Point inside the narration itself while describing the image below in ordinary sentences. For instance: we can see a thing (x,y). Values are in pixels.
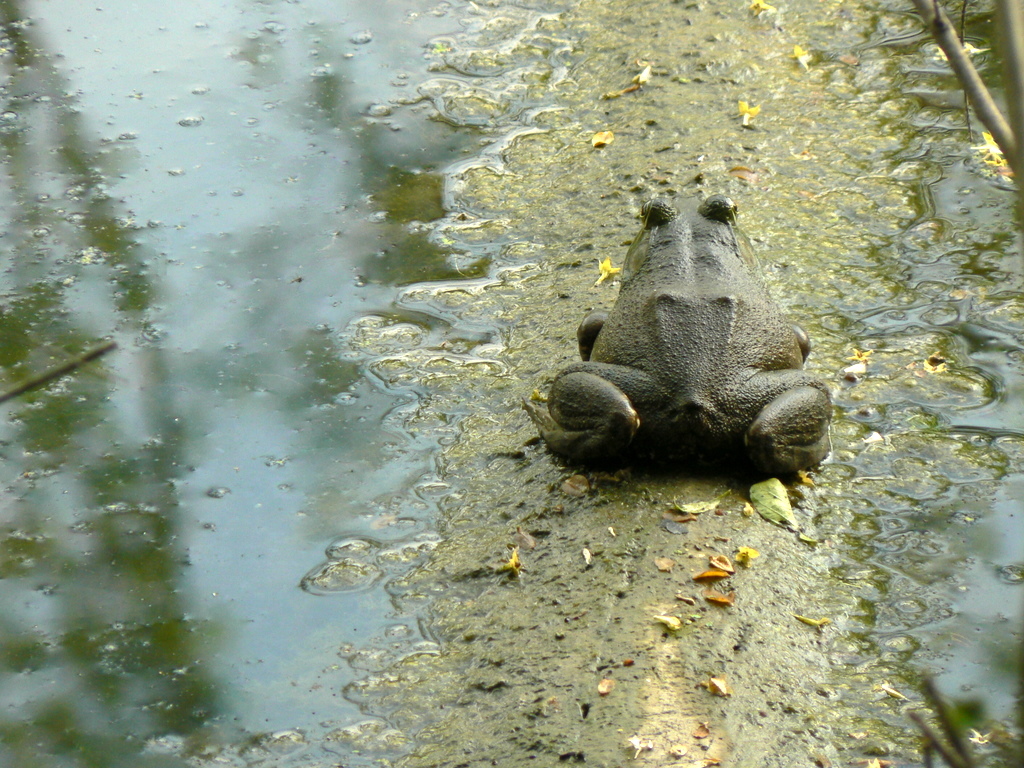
In this image, we can see a frog (697,299) beside mud water (219,480).
